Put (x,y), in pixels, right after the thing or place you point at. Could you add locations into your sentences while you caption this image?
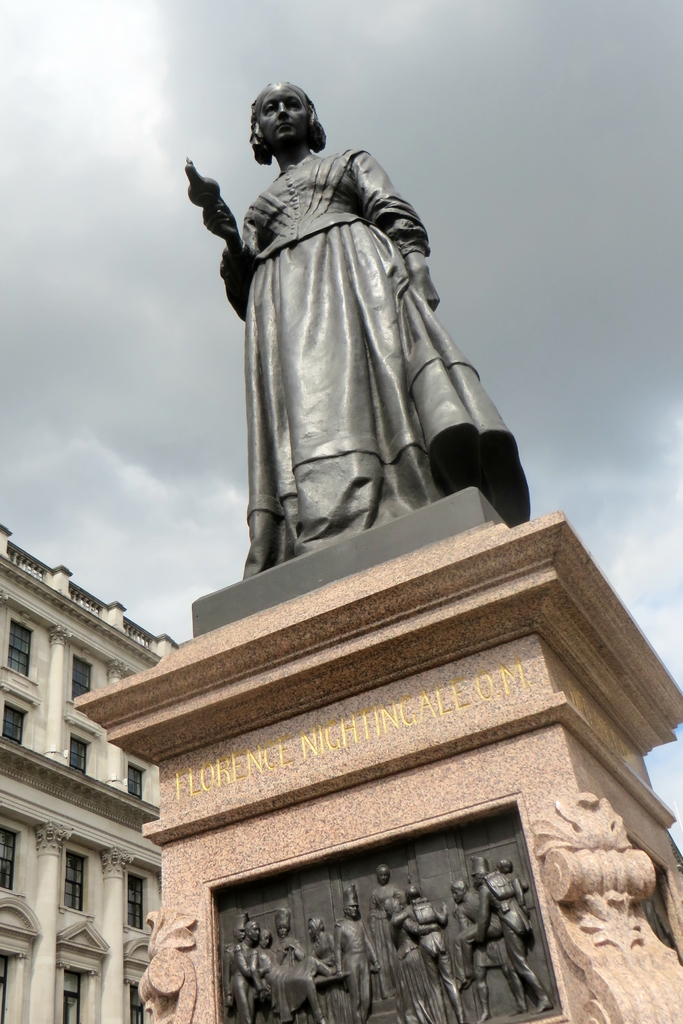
In the center of the image (364,577), we can see a statue (259,770) and there are some sculptures (467,956) and there is some text (357,725) on it. In the background (91,625), there is a building (73,602) and there is sky (109,379).
